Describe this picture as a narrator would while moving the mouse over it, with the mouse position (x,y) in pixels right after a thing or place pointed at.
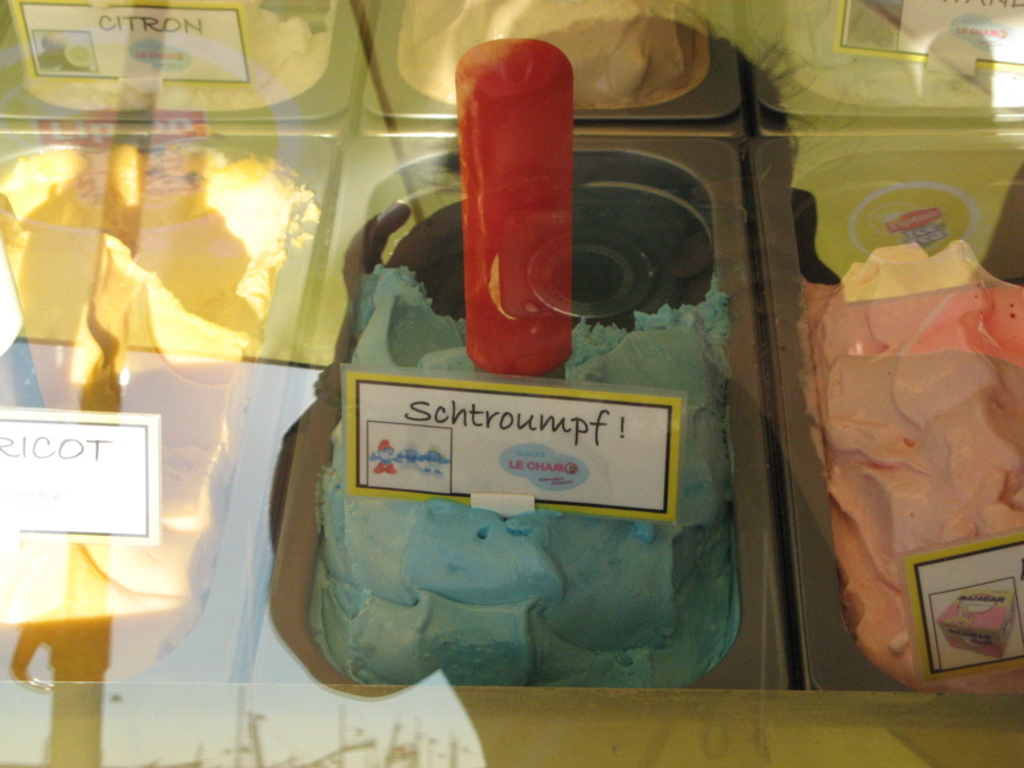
In this picture, we see the glass (437,733) from which we can see the ice cream trays (309,581). These ice creams (431,17) are in blue, orange and yellow color. We see the name boards (414,480). We see the ice cream scoop (491,277) in red color.
